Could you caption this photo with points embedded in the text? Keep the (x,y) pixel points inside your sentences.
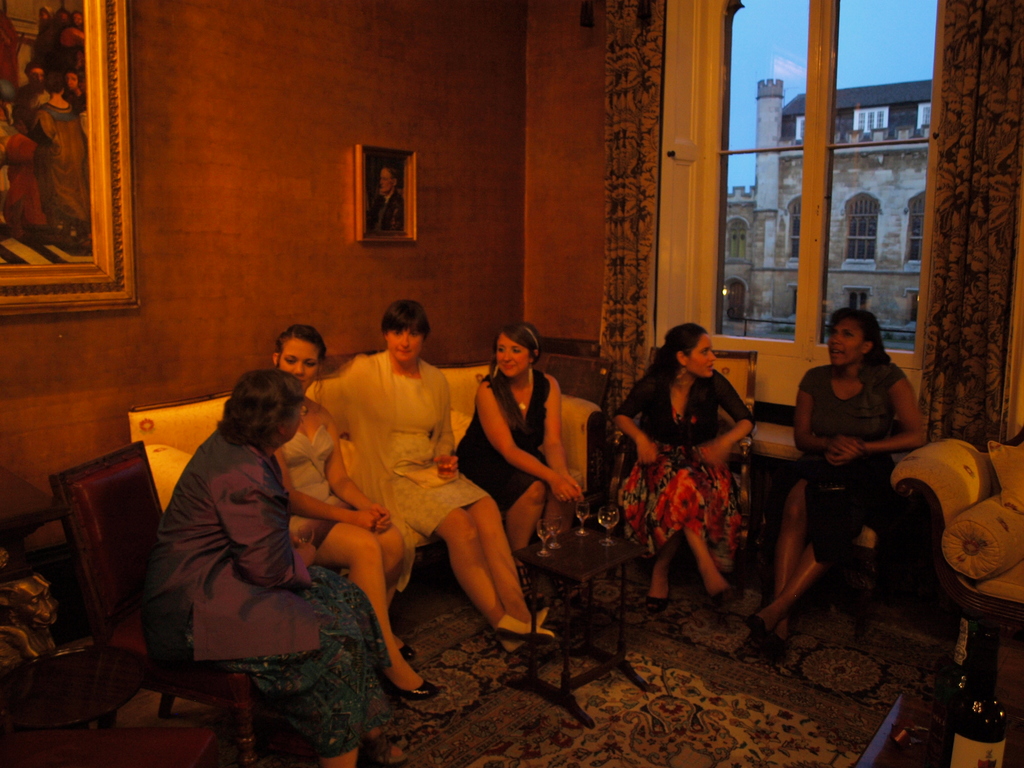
In the picture I can see a group of women (394,572) are sitting on chairs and on the sofa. In the background (739,302) I can see window (735,257), curtains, a building (783,254), the sky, photos (383,239) attached to the wall (352,192) and some other things.
